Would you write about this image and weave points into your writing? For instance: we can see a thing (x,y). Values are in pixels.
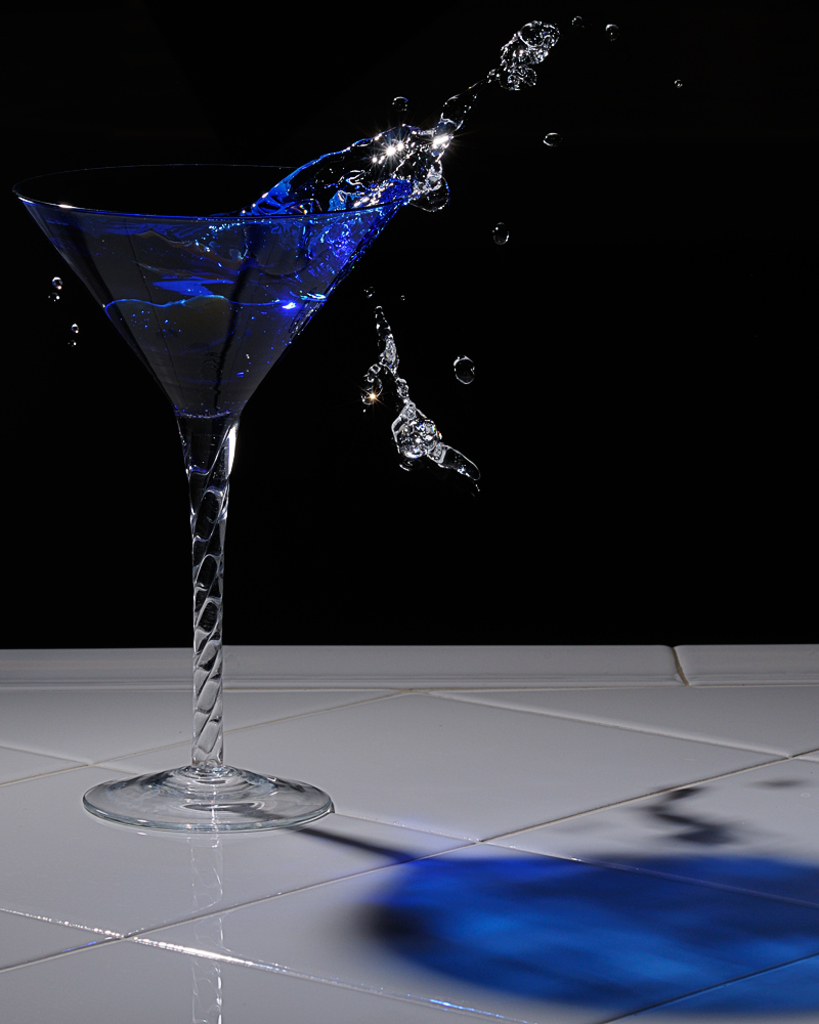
In the picture we can see a white color table (189,735) on it, we can see a wine glass (216,699) with some blue color liquid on it which is flowing out of the glass (202,699).
